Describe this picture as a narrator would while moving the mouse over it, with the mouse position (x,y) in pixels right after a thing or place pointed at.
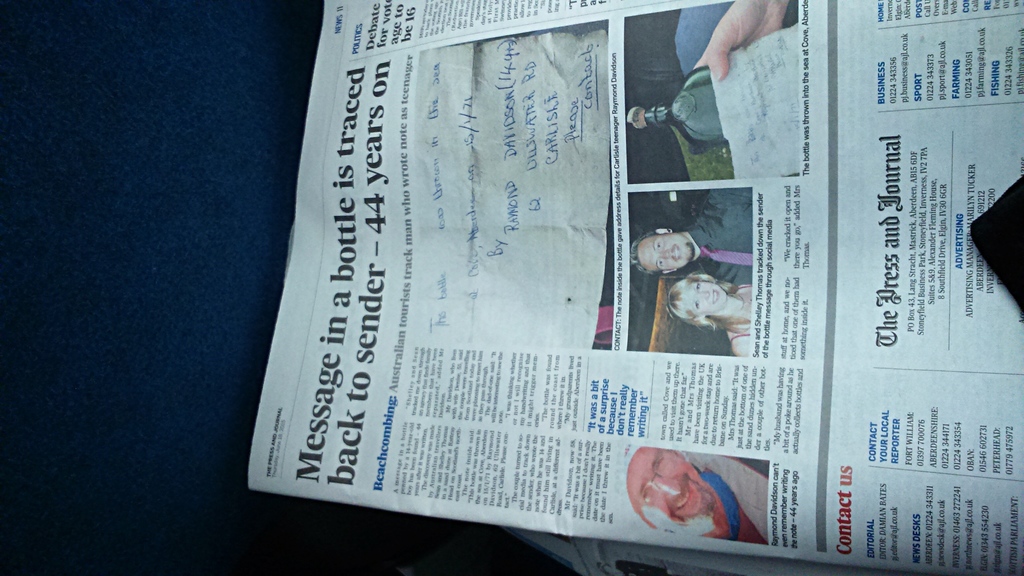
This image consists of a newspaper (449,250). On this I can see some text (541,410) and few images (697,230) of persons (701,463).
